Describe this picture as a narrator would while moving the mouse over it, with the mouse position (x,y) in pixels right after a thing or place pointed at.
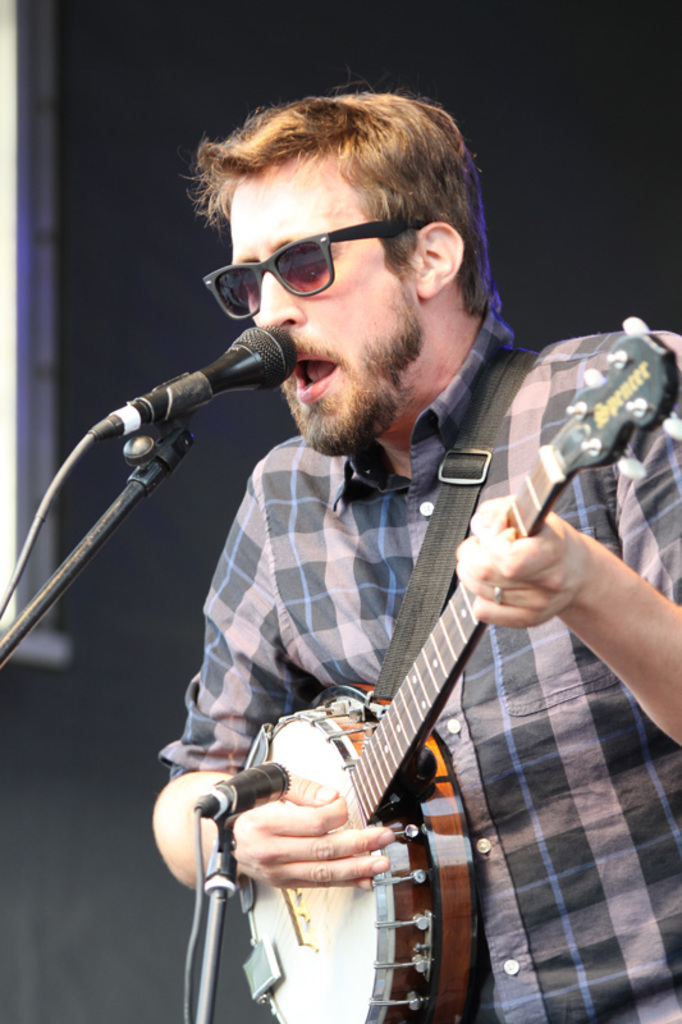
In this image, we can see a man (636,676) is playing a music instrument (408,818) and singing in-front of a microphone (227,374). Here we can see rod (70,575) and wire (53,487). Background (18,867) we can see black color.
